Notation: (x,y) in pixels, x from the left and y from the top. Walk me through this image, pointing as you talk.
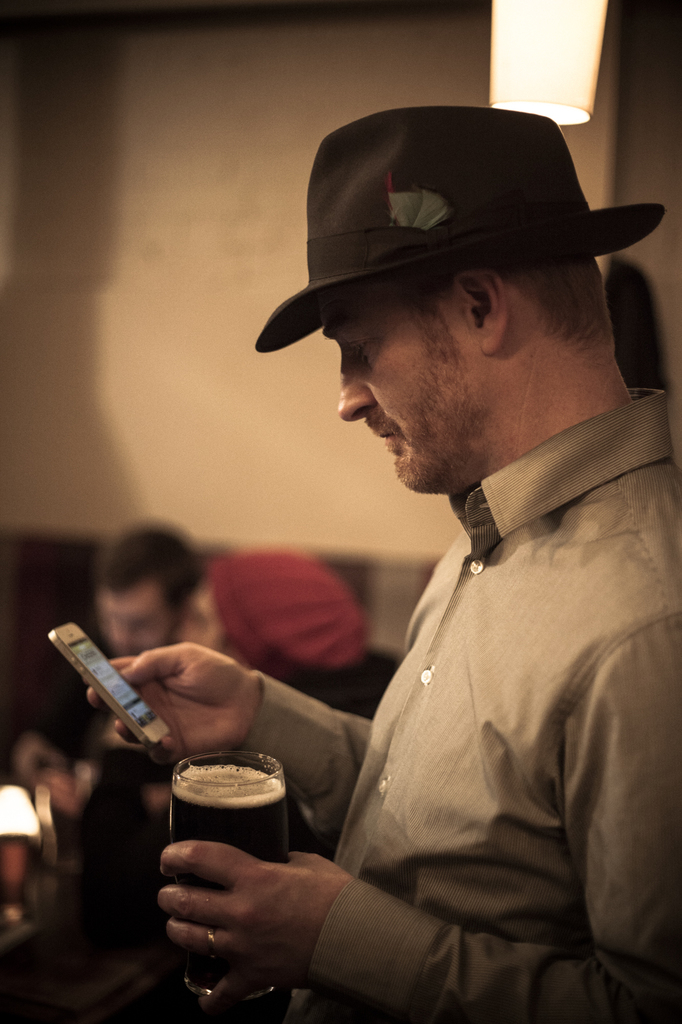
In this image the man (317,736) is holding a glass (207,799) and a mobile (131,704).
